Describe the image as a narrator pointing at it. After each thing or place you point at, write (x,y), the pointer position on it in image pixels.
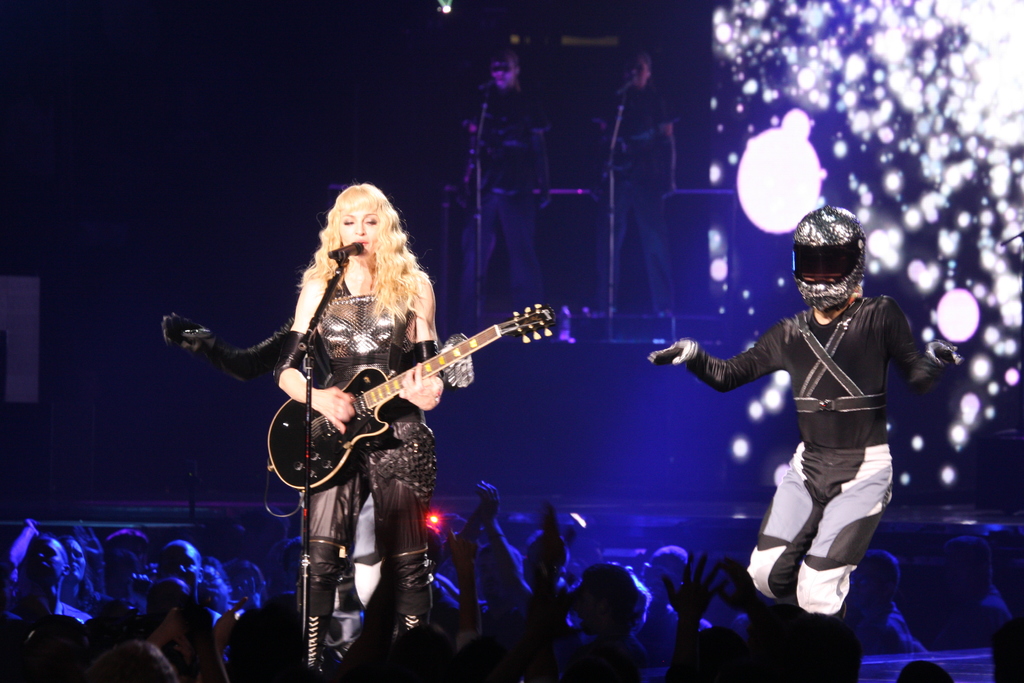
This picture seems to be clicked inside the hall (171,46). In the foreground (620,633) we can see the group of people (189,602) seems to be standing. On the right (789,327) we can see a person (794,342) wearing a helmet (832,280) and seems to be standing. On the left (321,288) there is a woman (364,285) standing, playing a guitar (289,443) and seems to be singing and we can see a microphone (341,259) is attached to the metal stand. In the background (647,118) we can see the two people (511,104) standing and we can see the microphones like objects (618,117) and some other objects (584,313). On the right (935,87) we can see the objects (781,173) which seems to be the lights (914,273).
